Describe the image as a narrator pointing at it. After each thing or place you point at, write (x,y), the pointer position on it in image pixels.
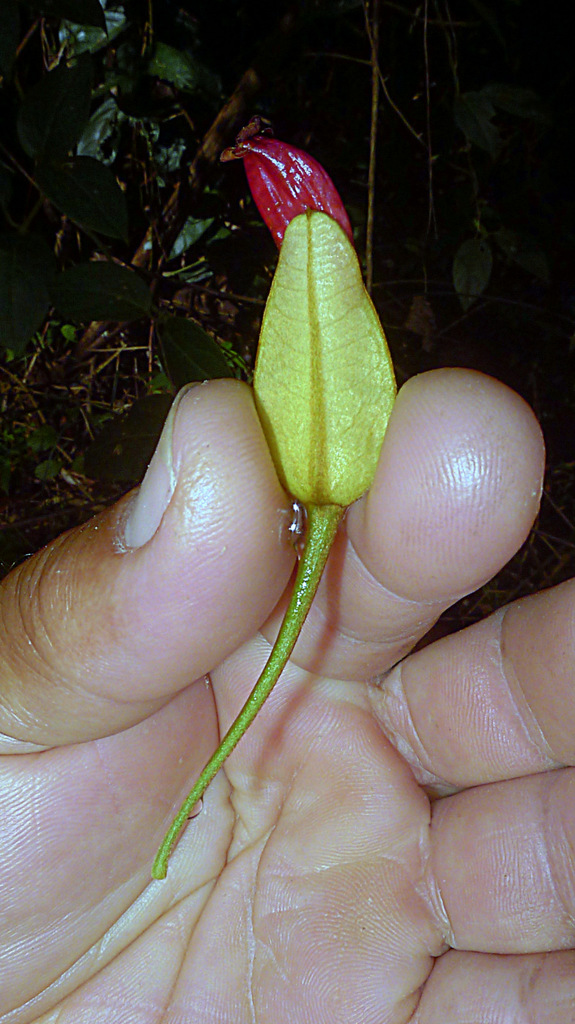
In the image we can see human fingers (37,711), holding a bud flower (327,390) in fingers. Here we can see leaves (105,289).
